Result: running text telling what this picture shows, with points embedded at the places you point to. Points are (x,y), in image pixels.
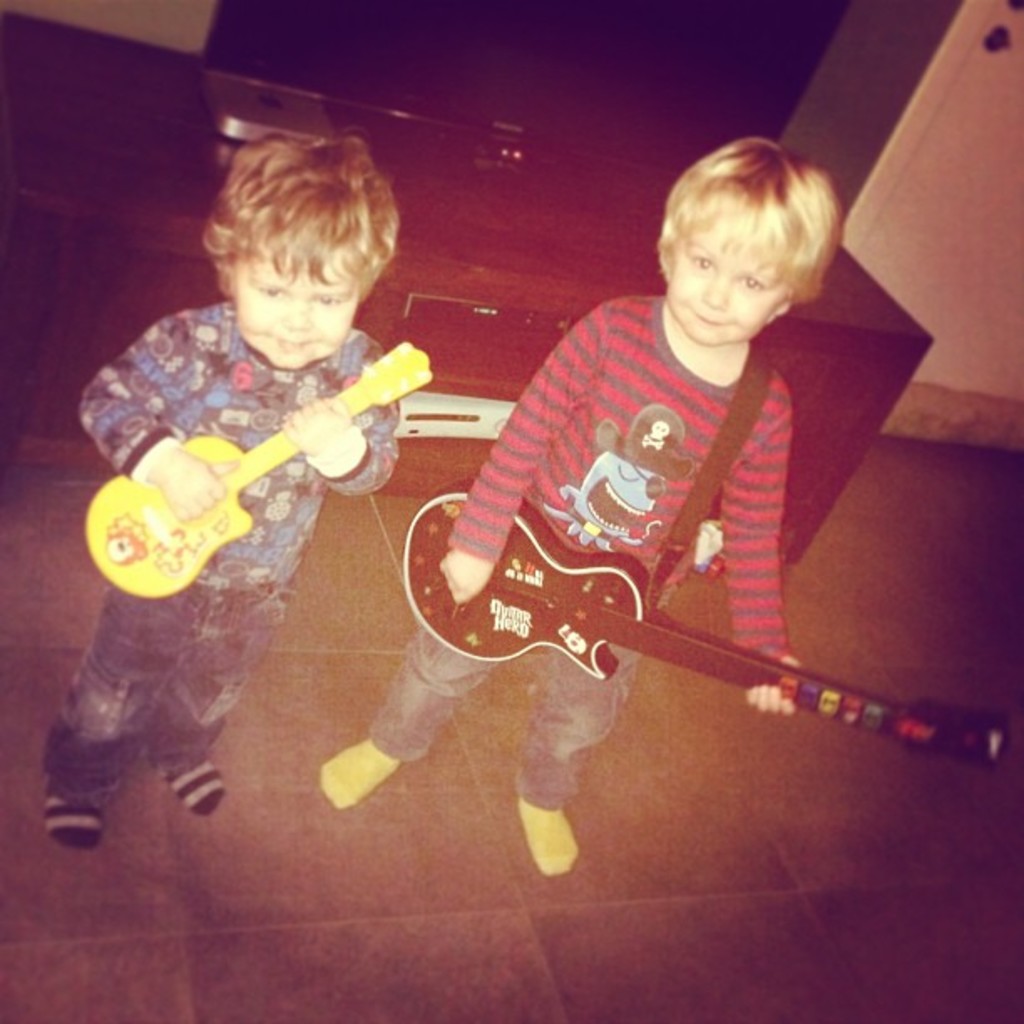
There are two kids (602,347) in the image, they are holding the guitar (628,610). There is a television (602,104) on the table (622,281) at the back of the kids (621,300).
